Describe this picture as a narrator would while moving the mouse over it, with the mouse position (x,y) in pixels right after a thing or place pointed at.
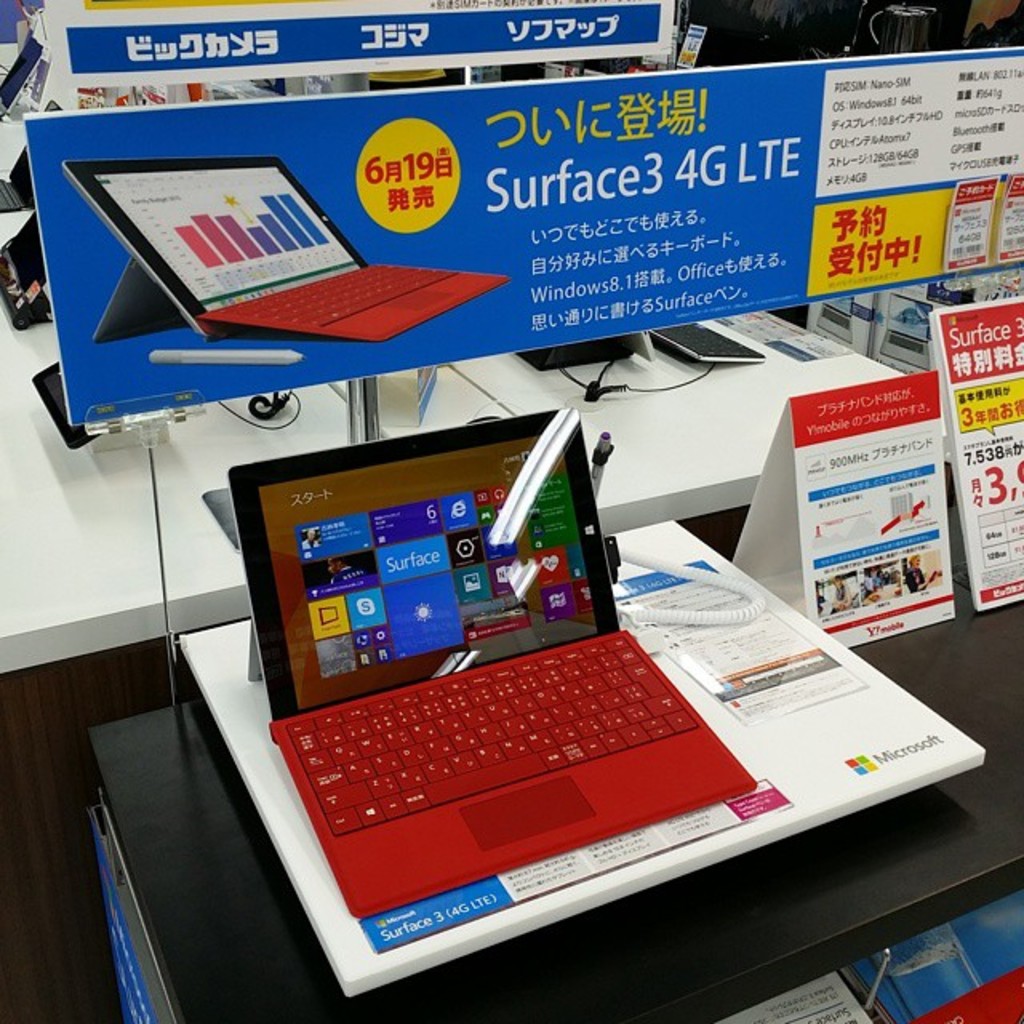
In this image, we can see a laptop (368,867) and there is a banners (971,330) and some words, we can see a white color table (779,413).
